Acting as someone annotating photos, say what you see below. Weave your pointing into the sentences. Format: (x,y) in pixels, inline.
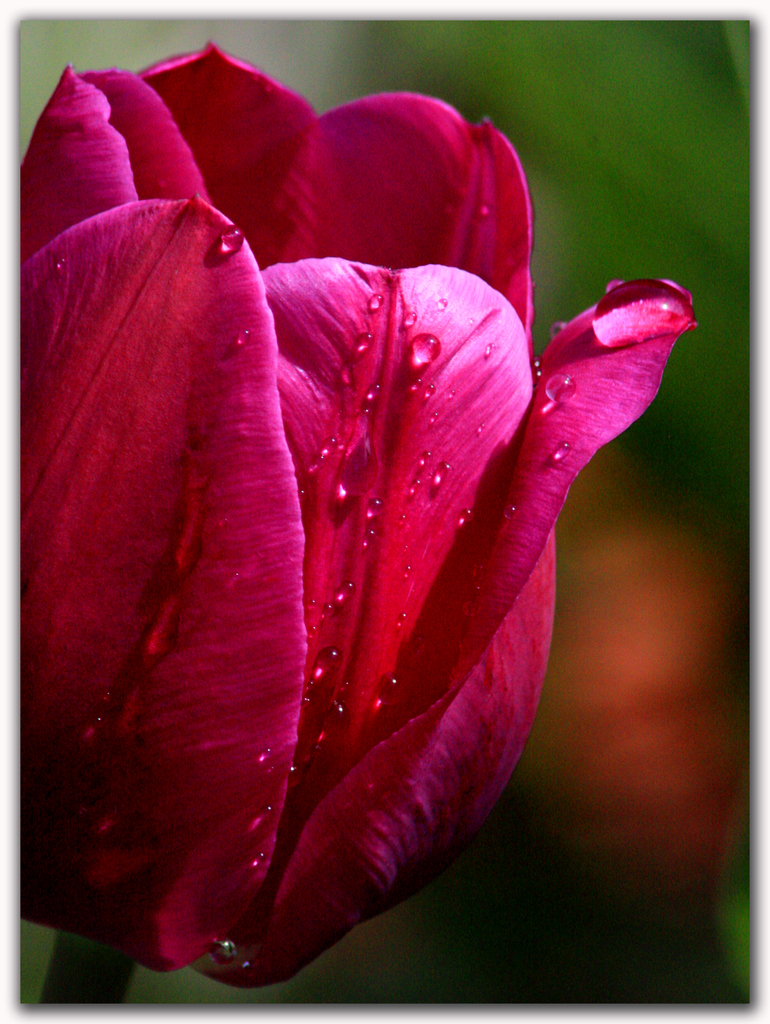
As we can see in the image in the front (220,501) there is a pink color flower (301,442) and the background (707,750) is blurred.
